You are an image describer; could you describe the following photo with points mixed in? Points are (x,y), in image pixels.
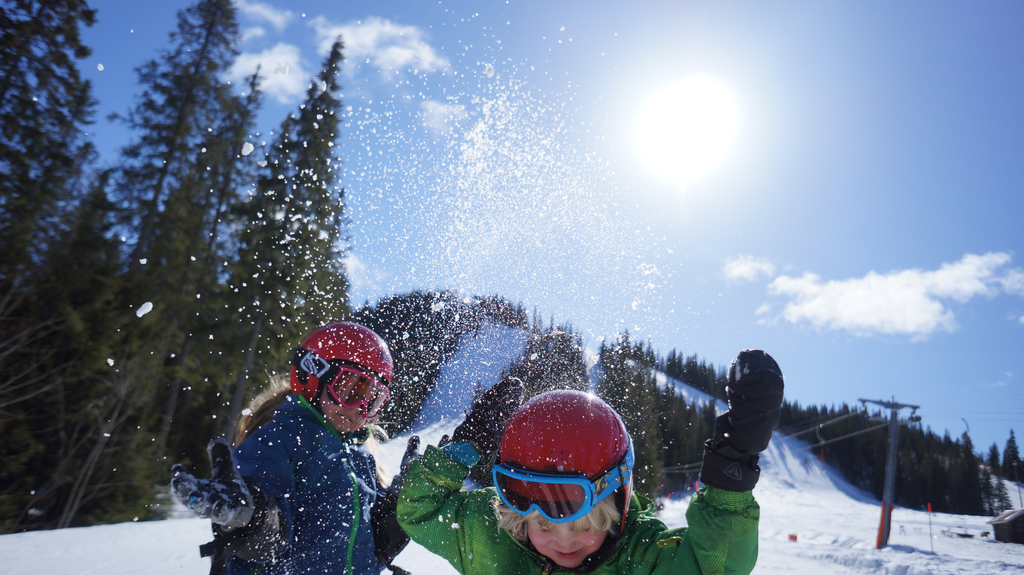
In this image I can see two children (337,484) wearing blue and green colored dresses (368,504) and red colored helmets (541,429). In the background (111,556) I can see some snow (162,556), a pole (886,524), few trees (860,428) and the sky (783,166).
